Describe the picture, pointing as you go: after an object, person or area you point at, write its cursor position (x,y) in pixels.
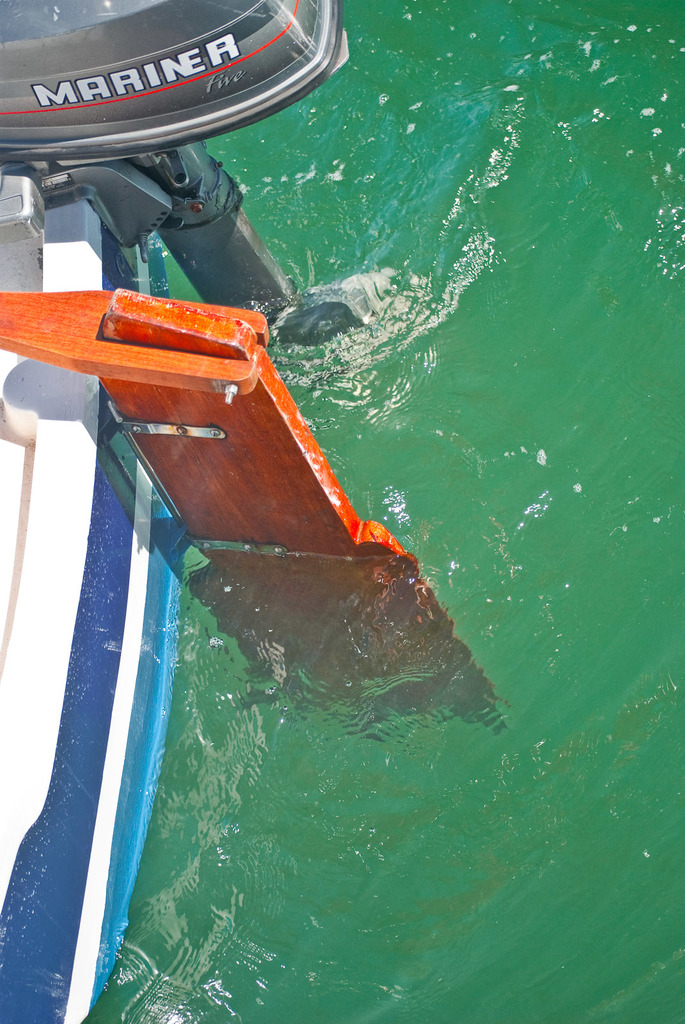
In this image on the right side (464,708) there is an ocean (389,181), and on the left side (102,627) there is one boat (140,225).
